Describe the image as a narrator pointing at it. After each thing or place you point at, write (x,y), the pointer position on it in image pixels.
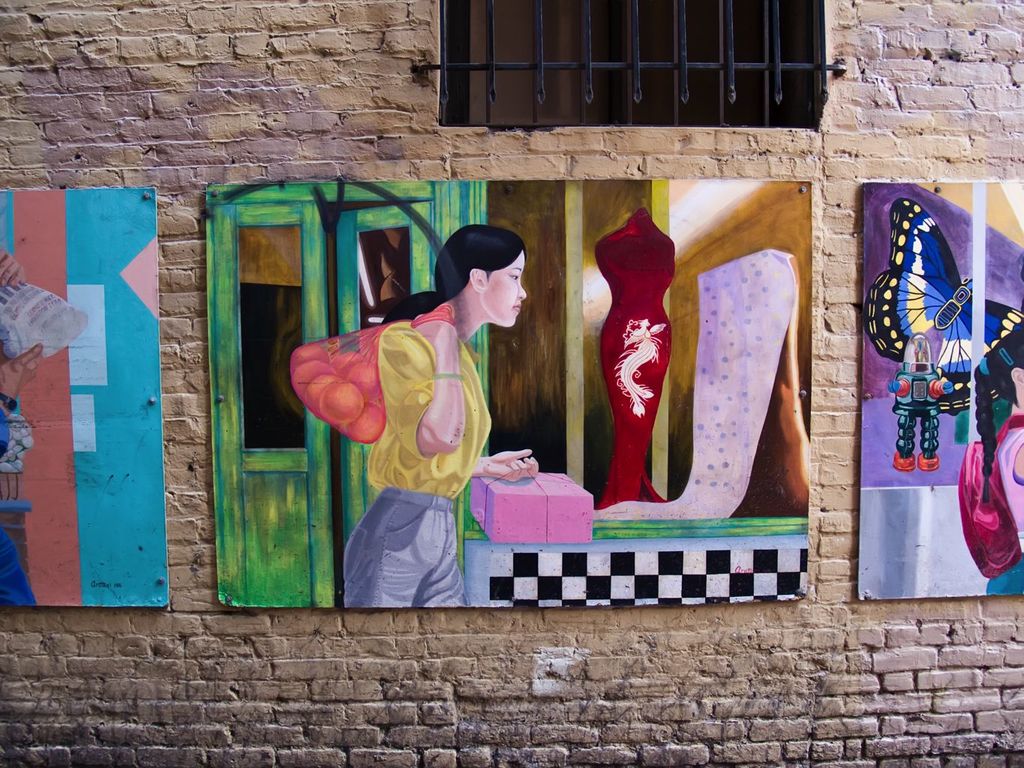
In the center of the image (605,363) we can see many photo frames (499,334) on the wall (515,751). At the top of the image (756,106) there is window (585,112).
